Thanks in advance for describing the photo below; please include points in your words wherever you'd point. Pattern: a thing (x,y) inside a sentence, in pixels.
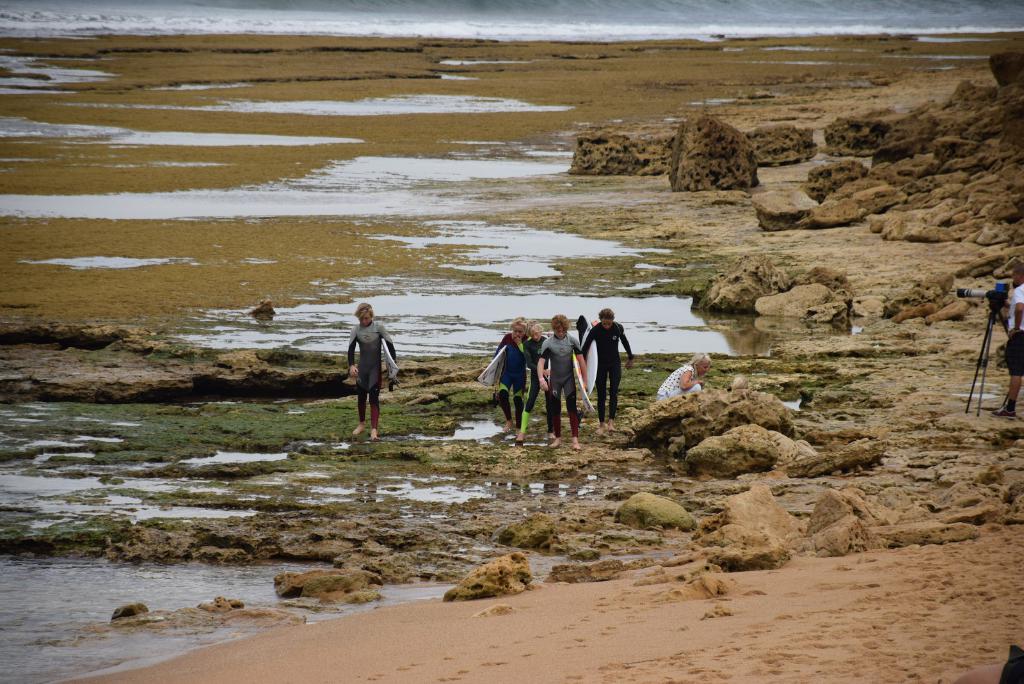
In this image we can see some persons (563,342) holding the surfing boards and walking on the ground (454,387). We can also see the rocks (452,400) and also the beach (501,524). On the right (998,309) there is a person (1011,295) standing in front of the camera (980,292) with a stand (980,359). We can also see the sand (728,602).
